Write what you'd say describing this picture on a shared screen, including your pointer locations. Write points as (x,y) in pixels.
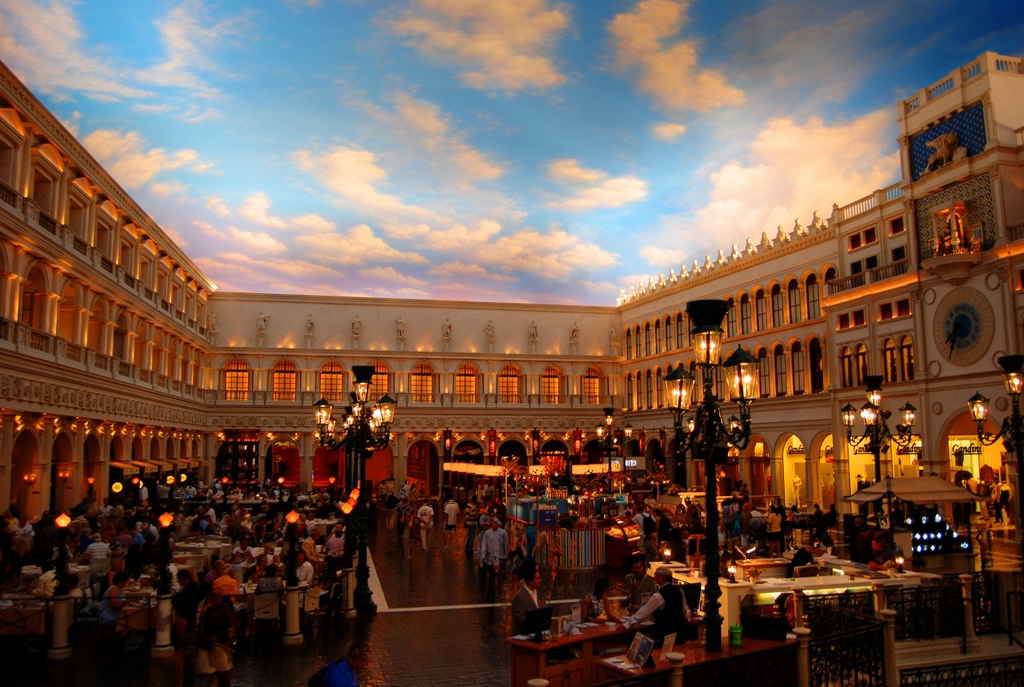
In this picture I can see many people (218,515) who are standing near to the tables (590,632) and some peoples (592,596) are sitting on the chair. In the center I can see some other peoples (453,509) who are walking on this line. At the bottom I can see the street lights (982,437). In the background (207,295) I can see the building (549,424). At the top (472,114) I can see the sky (332,147) and clouds (763,24).
